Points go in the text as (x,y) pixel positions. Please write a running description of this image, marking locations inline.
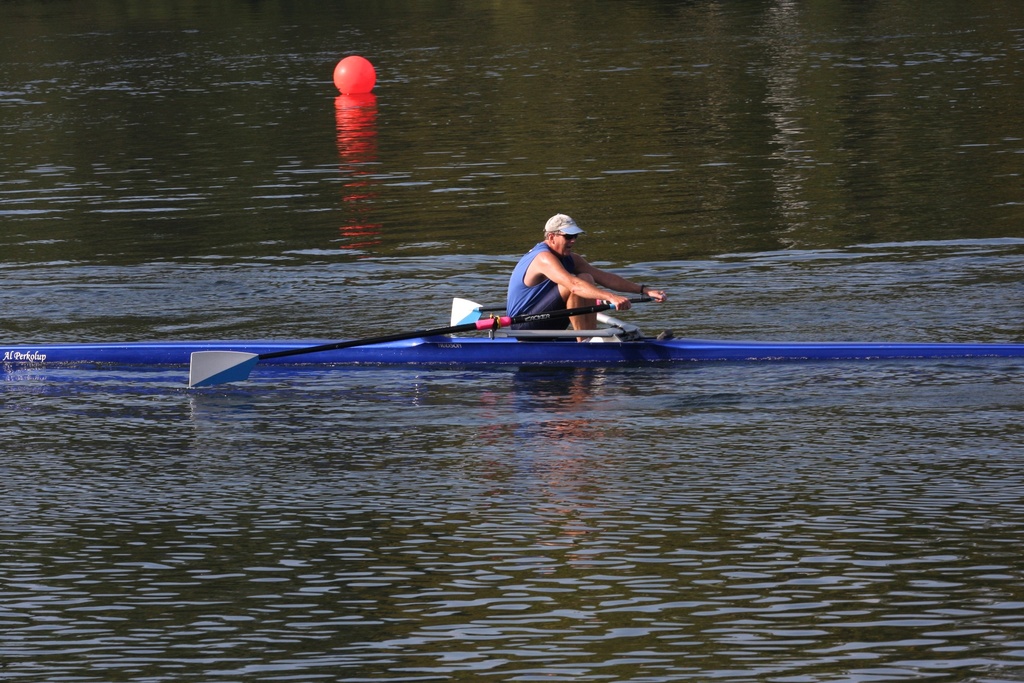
In the image I can see a person (579,342) sailing boat (523,352) on the water (437,316) beside him there is a ball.
